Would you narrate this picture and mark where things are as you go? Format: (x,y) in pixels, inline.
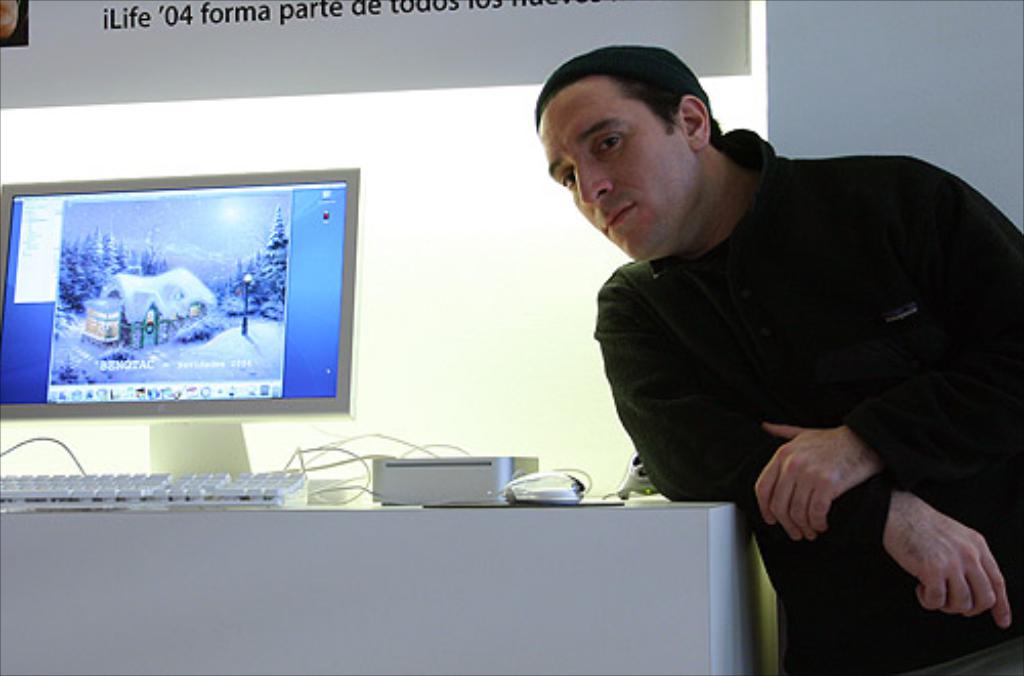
On this white table (618,577) there is a keyboard (298,492), devices (425,472) and monitor (262,348). Beside this white table (594,573) a person (758,224) is standing.
